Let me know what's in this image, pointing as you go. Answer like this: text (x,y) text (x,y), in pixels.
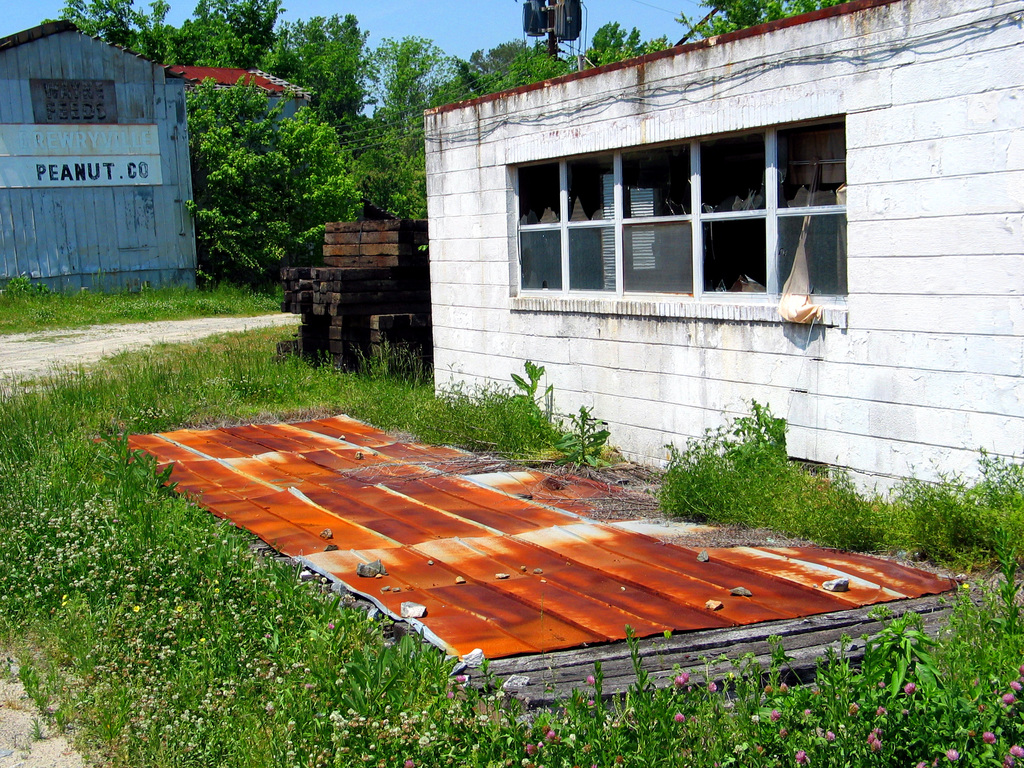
In this image I can see few wooden objects (298,342) on the plants (243,627). I can see the yellow and pink flowers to the plant (657,700). To the side I can see the shed (669,348) with window (598,229). In the background (32,137) I can see one more shed (78,163) and many trees (331,111). I can also see the pole (549,25) and the sky (429,25) in the back (451,8).
